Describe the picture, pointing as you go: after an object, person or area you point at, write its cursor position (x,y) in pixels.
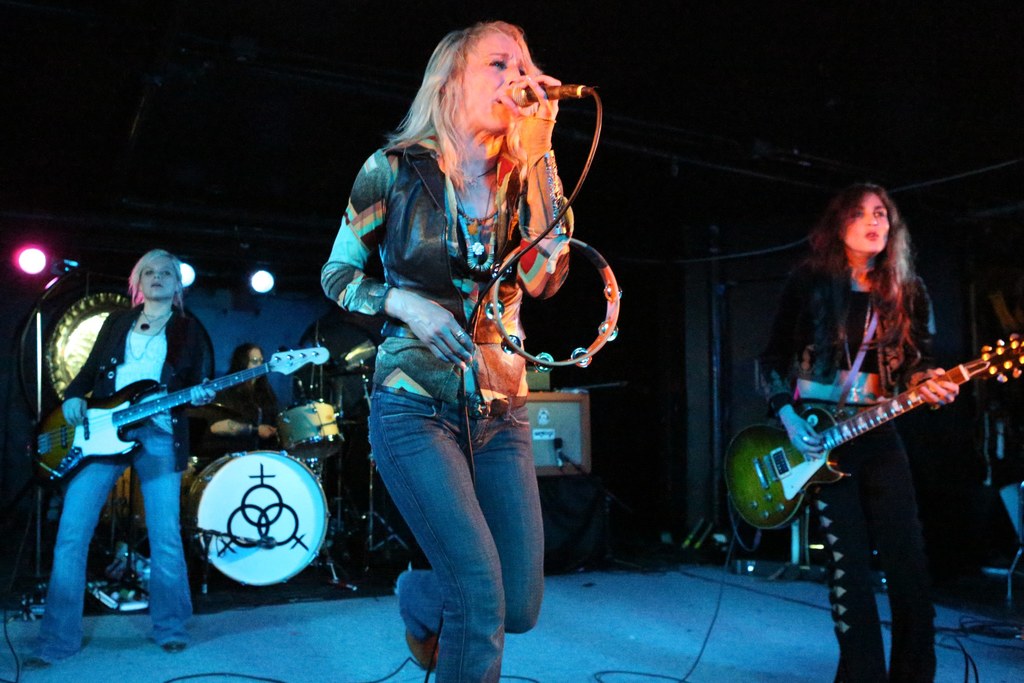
There are few people (535,277) on the stage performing by playing musical instruments (340,413) and this woman (440,338) is singing on mic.
